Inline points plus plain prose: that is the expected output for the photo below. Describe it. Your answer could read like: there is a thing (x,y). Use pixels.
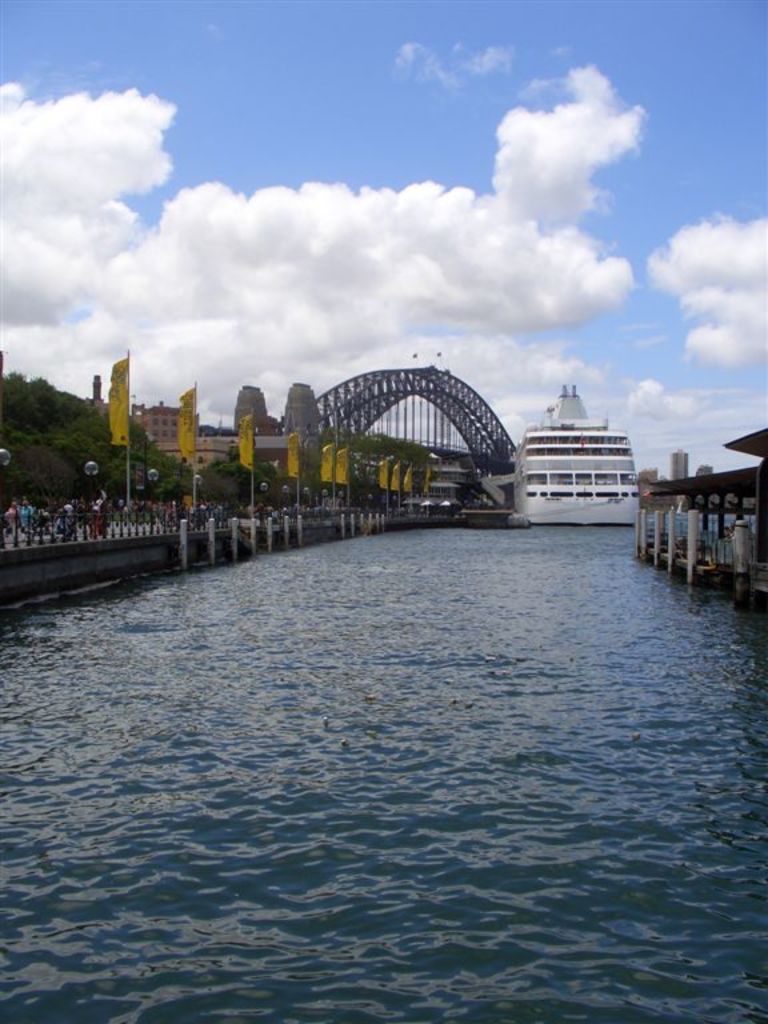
In this image at the center (390,607) there is water (425,798) and we can see a ship (551,513) in the water (528,589). On both right and left side of the image (125,511) there are walkways (117,532) and people (46,510) are walking on the walkway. On the left side of the image (253,461) there are yellow flags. In the background (380,438) there are trees (34,429), buildings (175,416) and sky (402,187).
